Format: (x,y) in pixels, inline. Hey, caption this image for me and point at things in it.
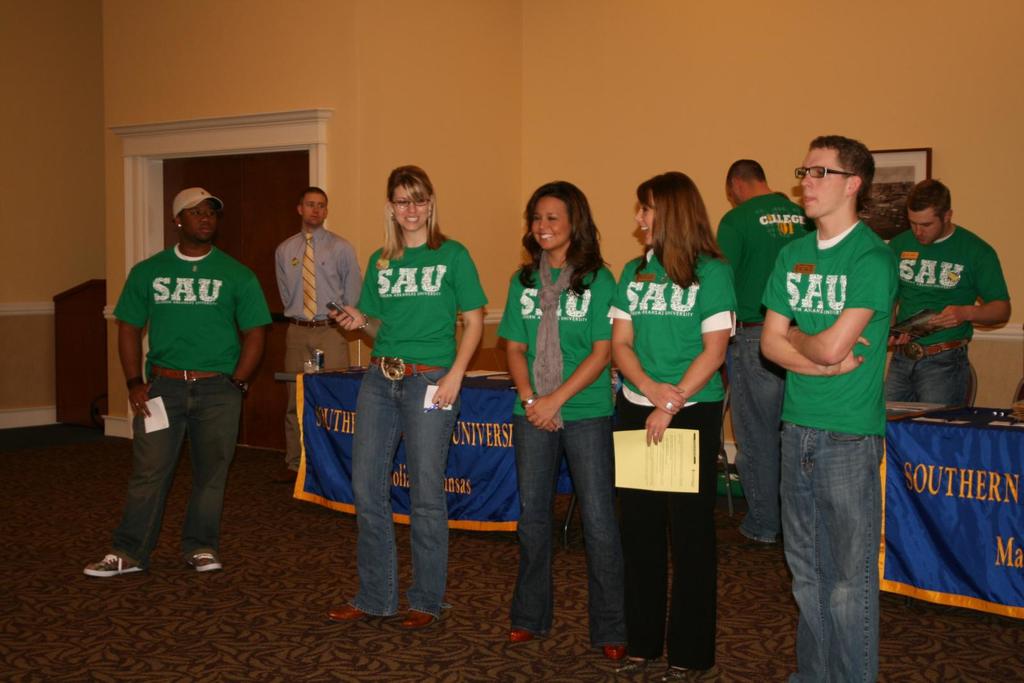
This is the picture of a room (19,257). In this image there are group of people (837,237) standing and smiling. At the back (924,379) there are three people (979,266) standing and there are objects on the tables (931,425) and there is text (338,430) on the tablecloths (973,564) and there is a frame (878,215) on the wall (990,141). On the left side of the image (136,222) there is a door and there is a podium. At the bottom (110,509) there is a mat (146,599).
